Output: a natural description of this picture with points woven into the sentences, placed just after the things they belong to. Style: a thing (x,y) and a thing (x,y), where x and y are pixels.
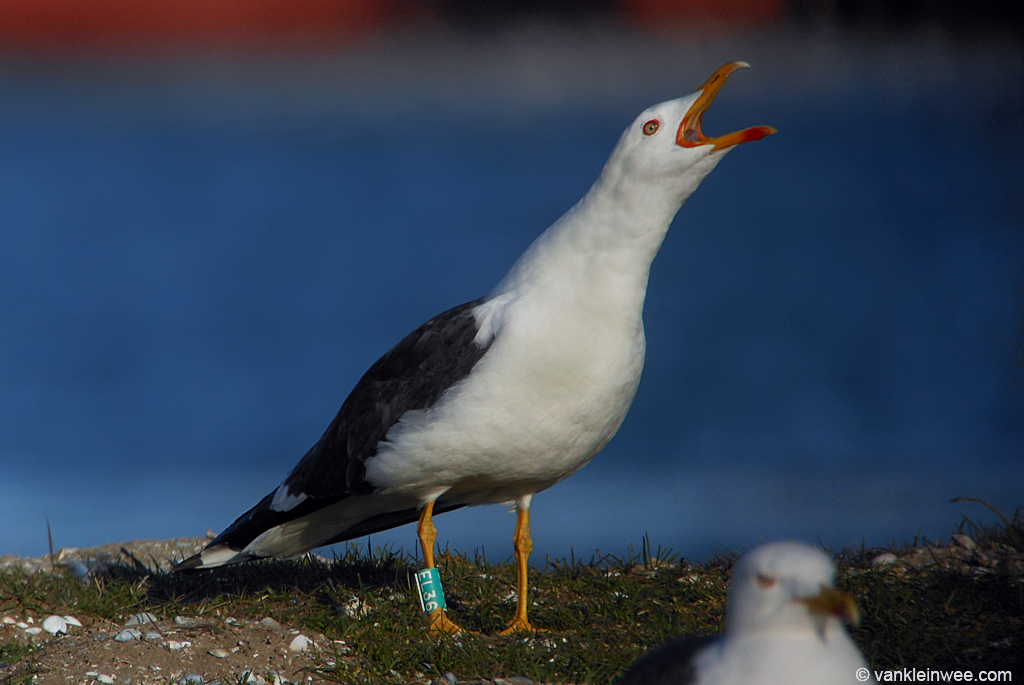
In the image we can see there is a bird (455,400) standing on the ground (556,638) and the ground (438,651) is covered with grass (412,644). There is a tape (438,602) tied on the leg (440,622) of the bird (423,592) and there is another bird (754,640). Behind the image is blur.
